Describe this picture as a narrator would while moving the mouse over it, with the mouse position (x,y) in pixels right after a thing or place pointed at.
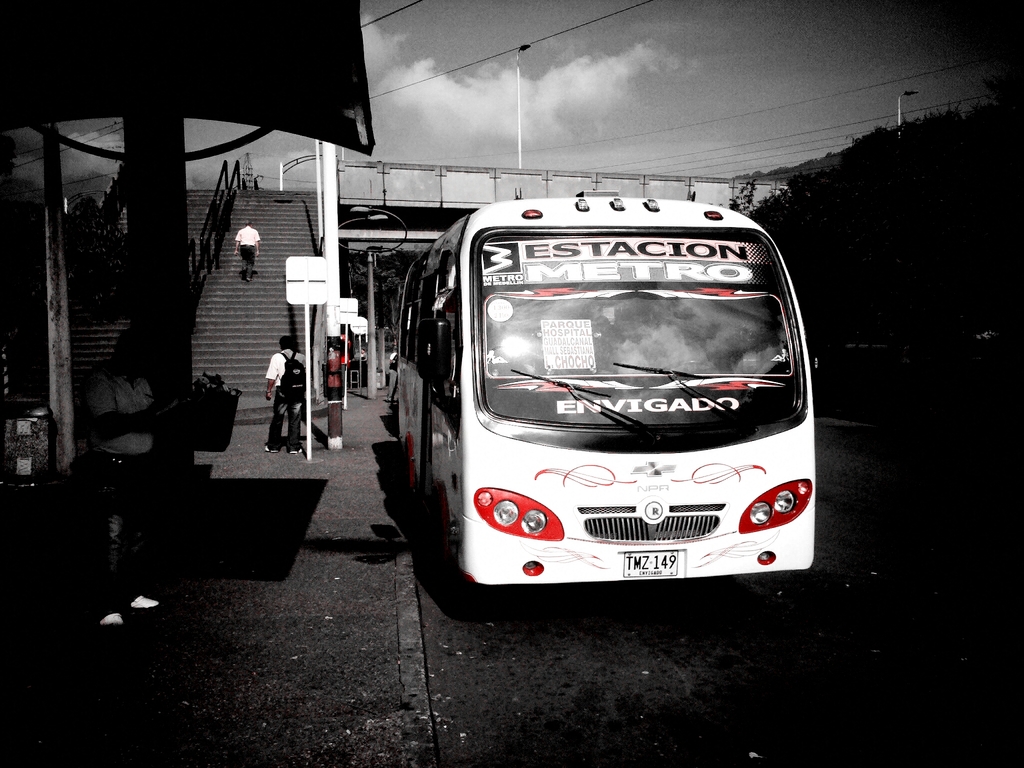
In this image we can see the shed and there is the person (134,474) standing. And there is the vehicle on the road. There is the person (245,239) walking on the stairs (281,193). And there are boards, street lights (520,70), railing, trees (859,182) and the sky (718,45).
